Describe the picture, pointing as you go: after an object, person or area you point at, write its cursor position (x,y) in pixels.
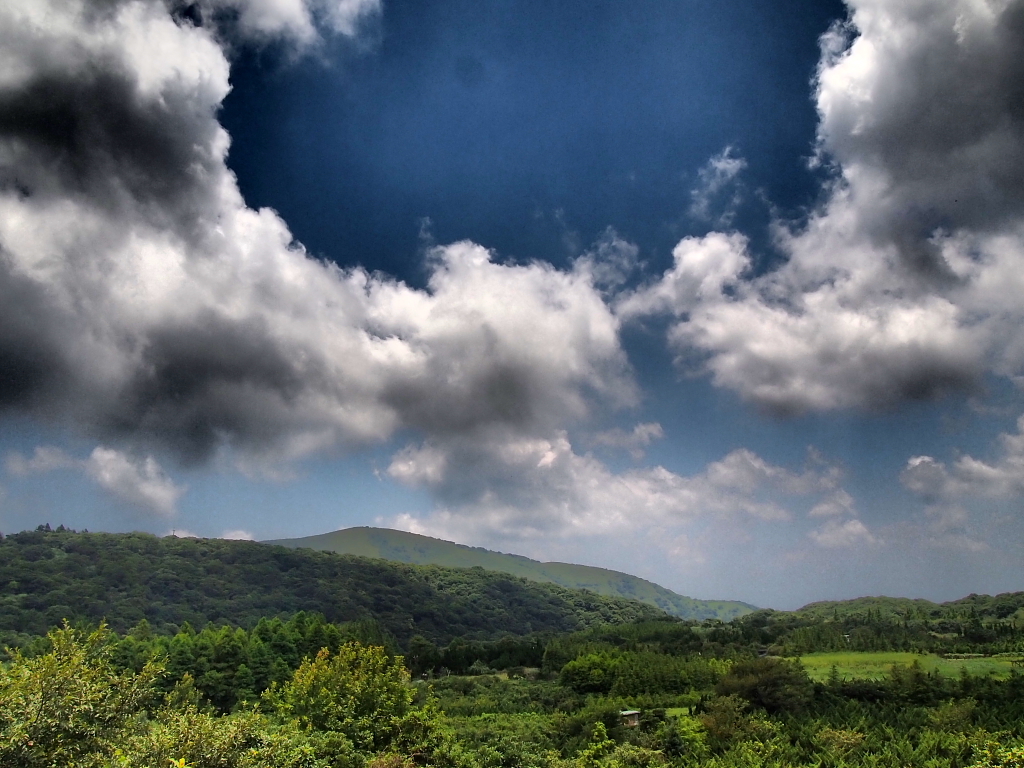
In this image there are plants (204,755), trees (452,593), hills (510,578) and in the background (502,106) there is sky (392,155).
